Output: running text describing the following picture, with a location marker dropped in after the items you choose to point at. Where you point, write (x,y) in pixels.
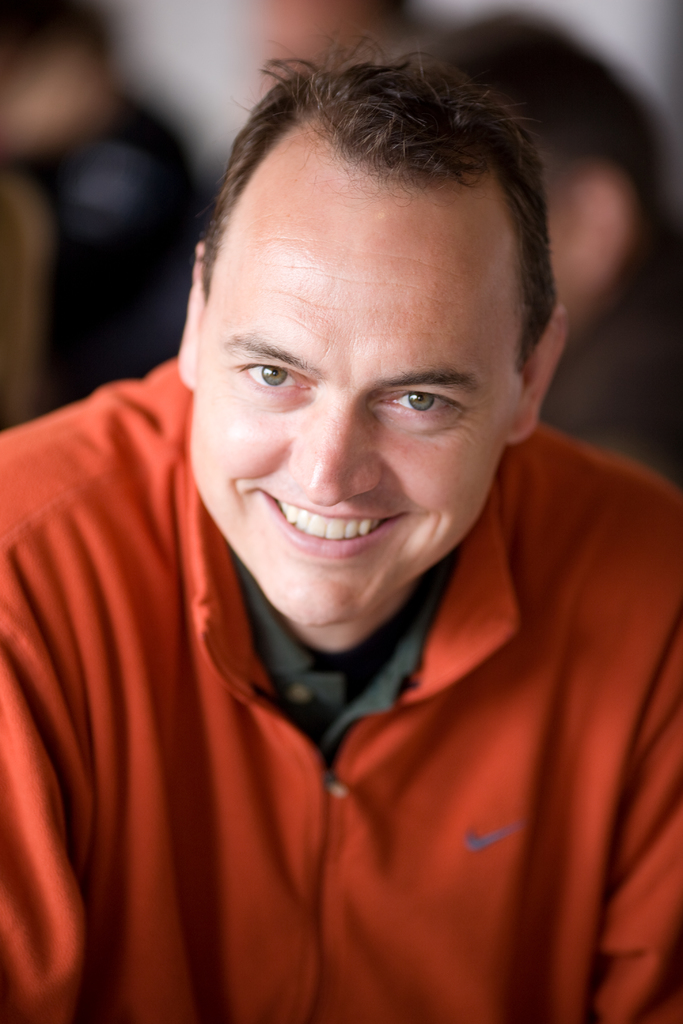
In this image there is a man (402,406) standing wearing a red shirt (362,762), in the background (211,5) it is blurred.
